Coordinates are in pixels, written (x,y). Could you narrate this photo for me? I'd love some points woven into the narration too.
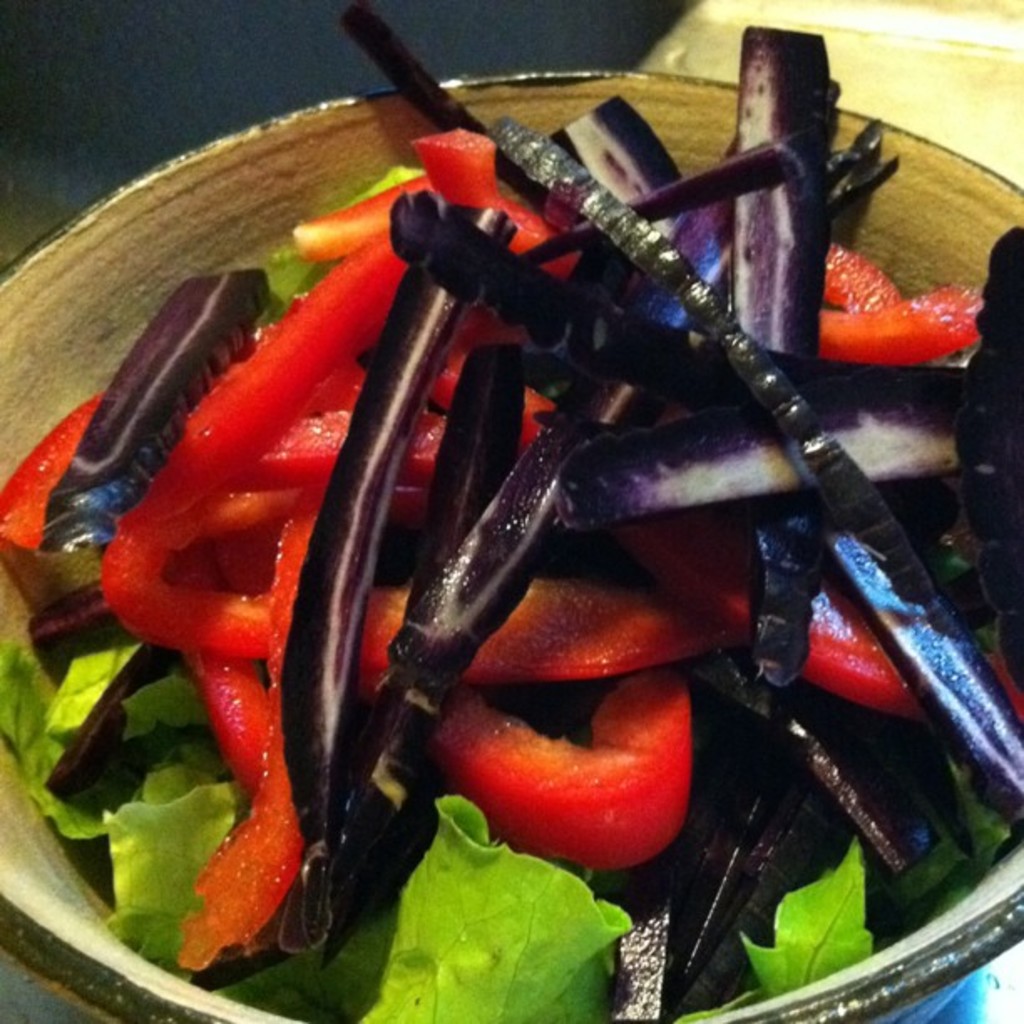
In this image we can see some vegetables (440,771) placed in a bowl (964,836).
